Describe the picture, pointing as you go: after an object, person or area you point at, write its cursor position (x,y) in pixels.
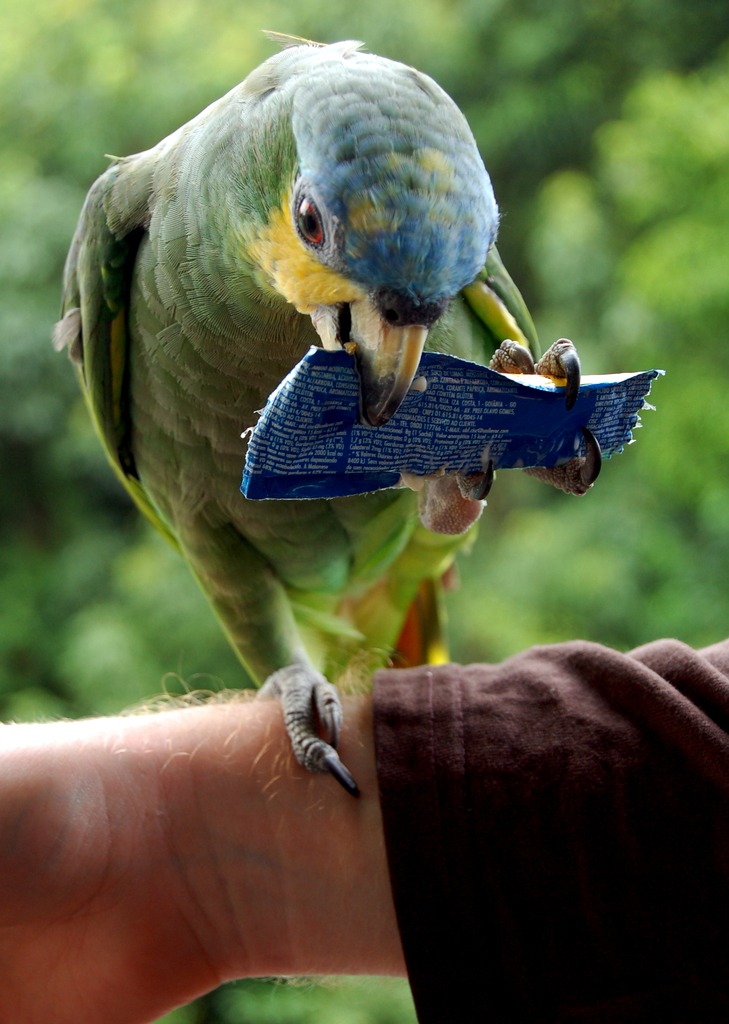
In this image there is a person's hand (206,846) truncated, there is a bird (296,148) in the person's hand (361,709), there is an object (433,423) in the bird's mouth (372,403), the background of the image (91,609) is blurred.
